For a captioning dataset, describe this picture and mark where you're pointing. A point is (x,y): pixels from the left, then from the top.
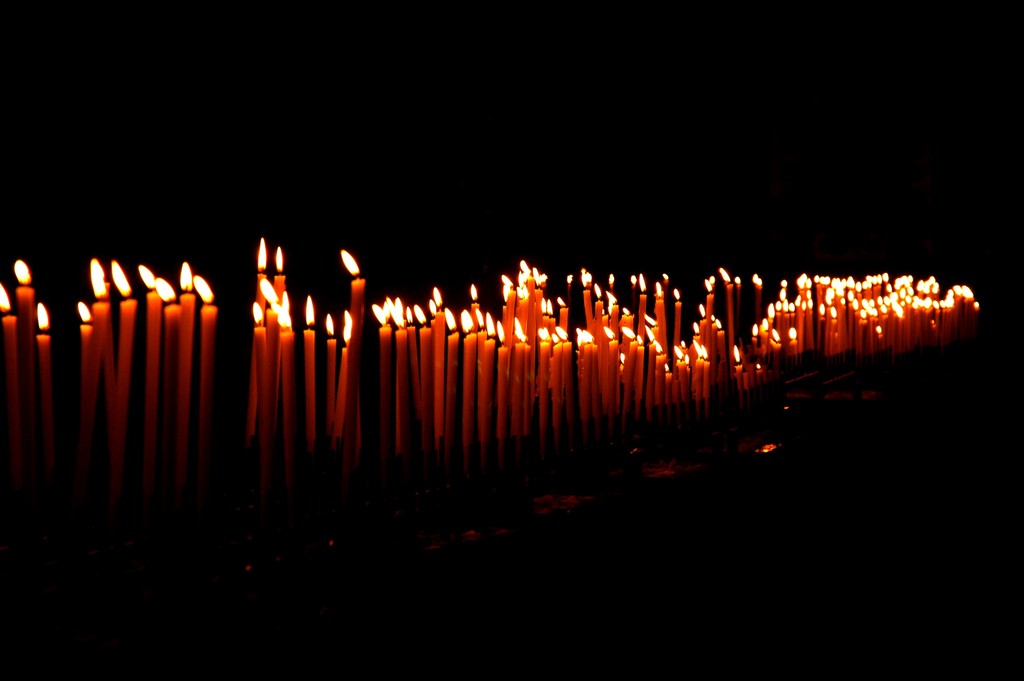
In this image we can see some candles (897,310), and the background (852,204) is dark.
